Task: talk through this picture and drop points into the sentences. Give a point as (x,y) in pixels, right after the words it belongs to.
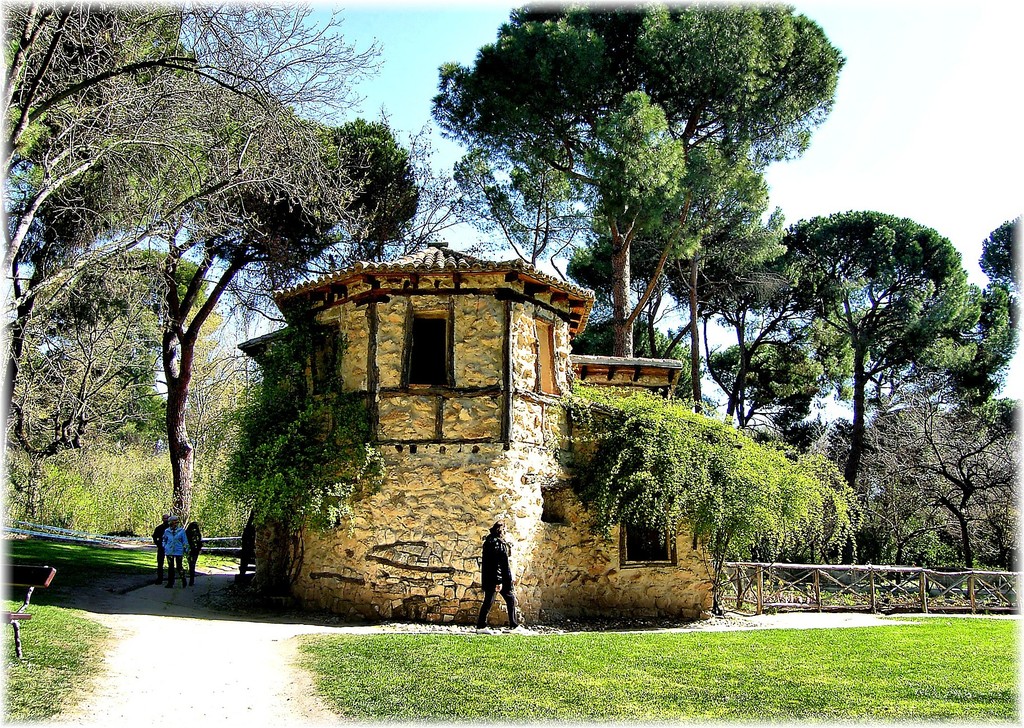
Here there are few persons (195,535) walking on the ground (266,608). In the background (76,484) there is a house (396,362) in the middle, trees (897,413), plants (615,482), fences (872,603), grass (31,674) on the ground (24,658) and clouds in the sky (916,83).
